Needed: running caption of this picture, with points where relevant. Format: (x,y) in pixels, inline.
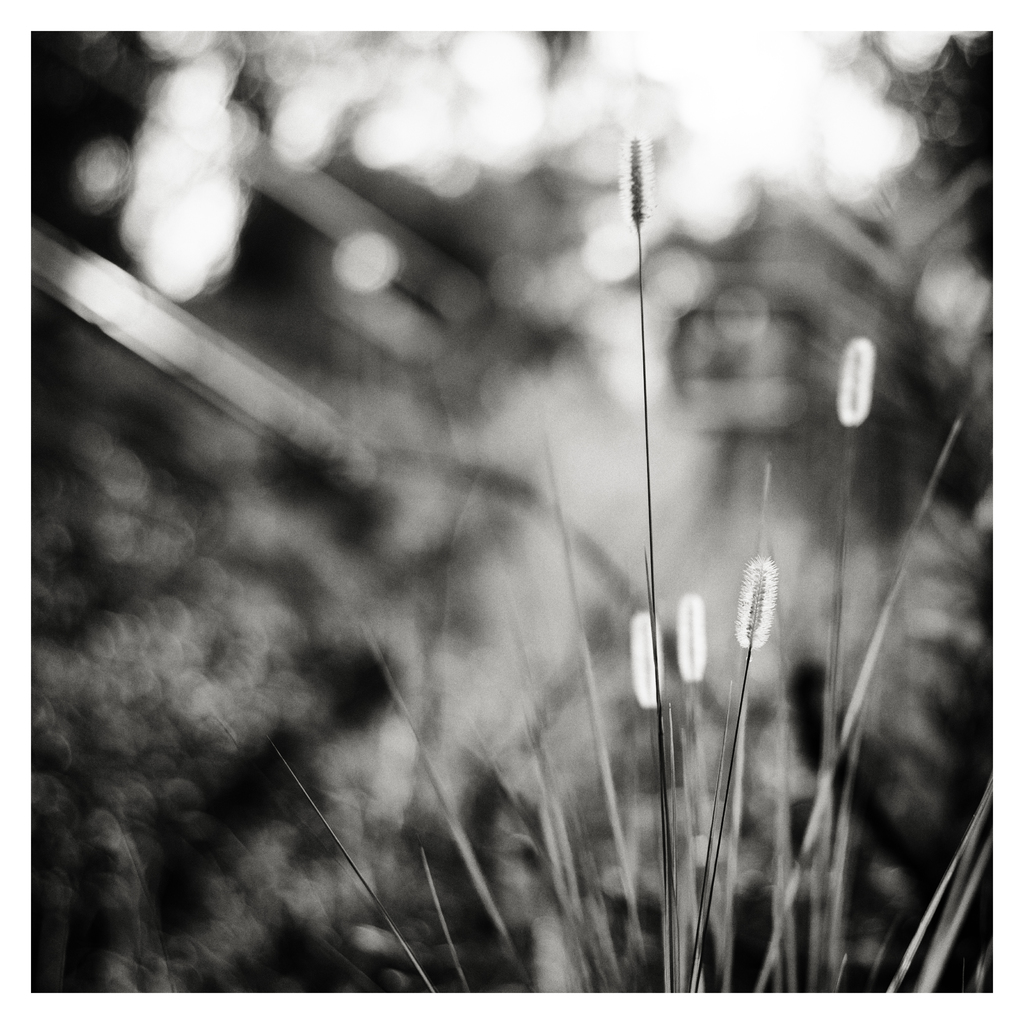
This is a black and white pic. At the bottom (688,844) we can see grass (832,704). In the background (627,409) the image is blur.
